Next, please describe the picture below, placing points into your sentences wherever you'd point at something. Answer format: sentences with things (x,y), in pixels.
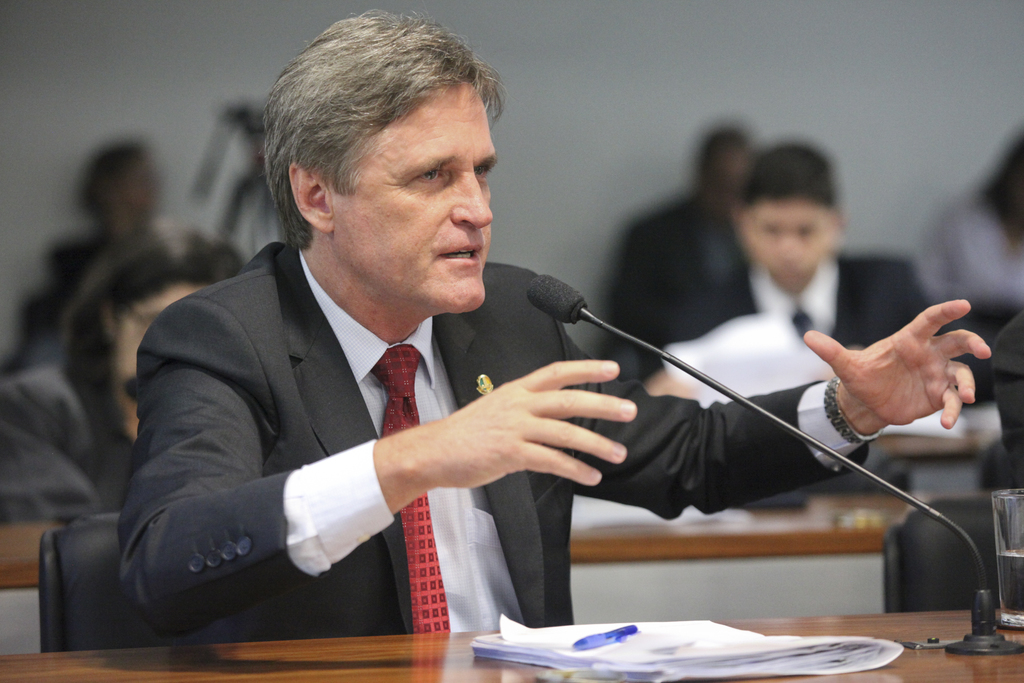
In this picture there is a man (348,443) who is wearing suit (391,573) and he is sitting on the chair (87,607). On the table (721,674) we can see pages (550,641), pen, mic (1007,653) and water glass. On the right (697,207) background (720,217) we can see group of persons (765,204) who are sitting near to the table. On the left (78,401) there is a woman (133,307) who is wearing spectacles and black dress (38,444).
